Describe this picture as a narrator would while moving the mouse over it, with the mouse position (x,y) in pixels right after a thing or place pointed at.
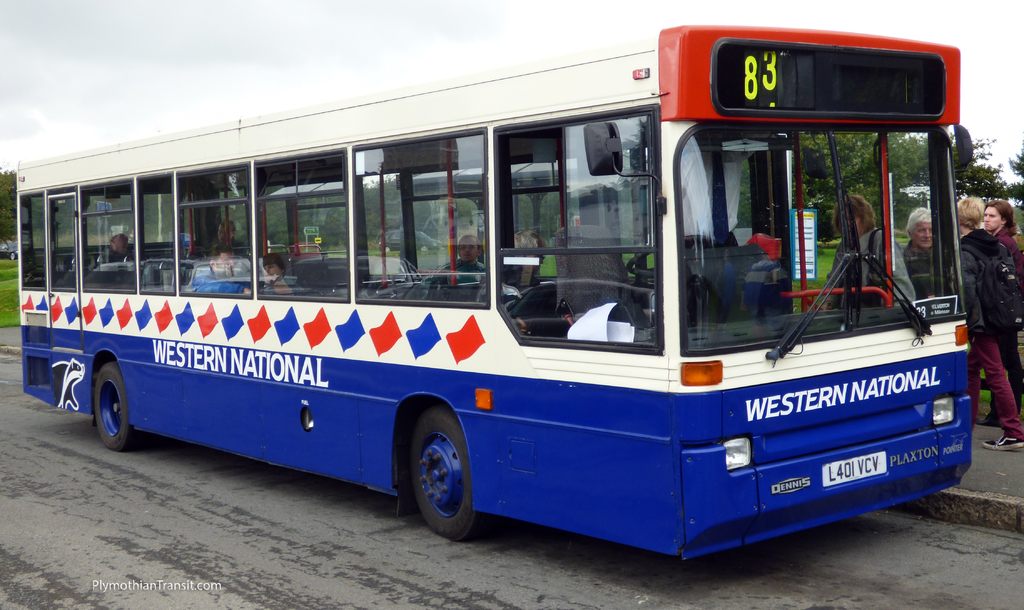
In this image we can see a bus (491,400) which is in blue color on the road (923,540). Here we can see a few people (970,257) walking on the sidewalk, we can see trees (993,195) and the sky (198,48) with clouds (263,46) in the background (87,104). Here can see the watermark (134,589) on the bottom left side of the image (134,589).
